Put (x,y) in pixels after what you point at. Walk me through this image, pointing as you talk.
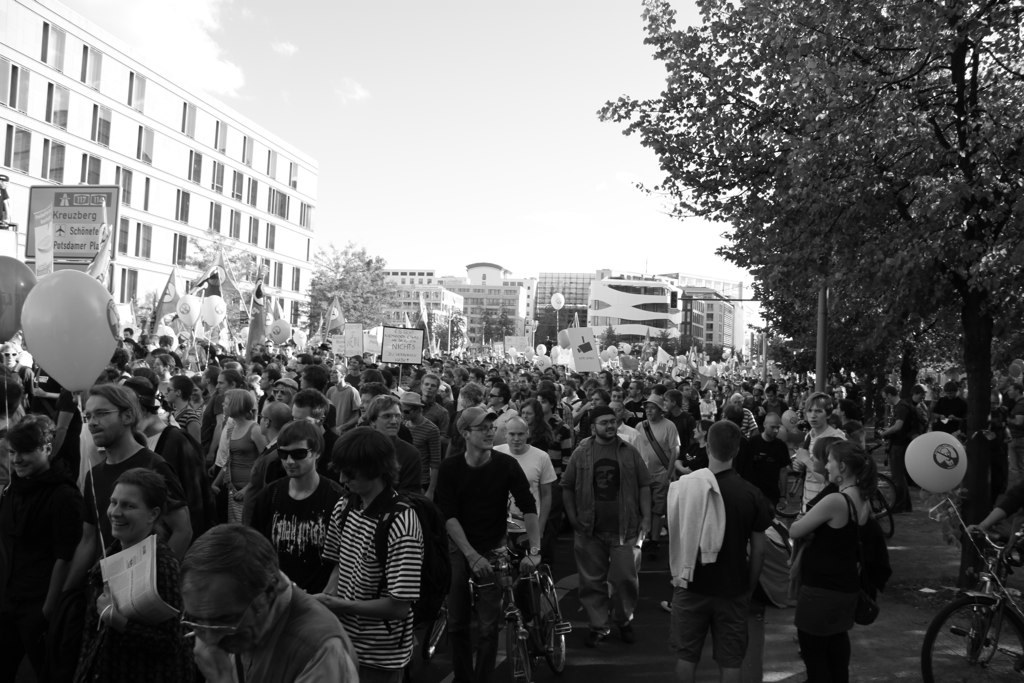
In this black and white image there are many people (519,465) standing and walking and few (146,490) are holding banners (359,334) and balloons (101,346) in their hands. On the right side of the image (865,231) there are trees (752,240). In the background (355,316) there are trees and the sky (466,198).
